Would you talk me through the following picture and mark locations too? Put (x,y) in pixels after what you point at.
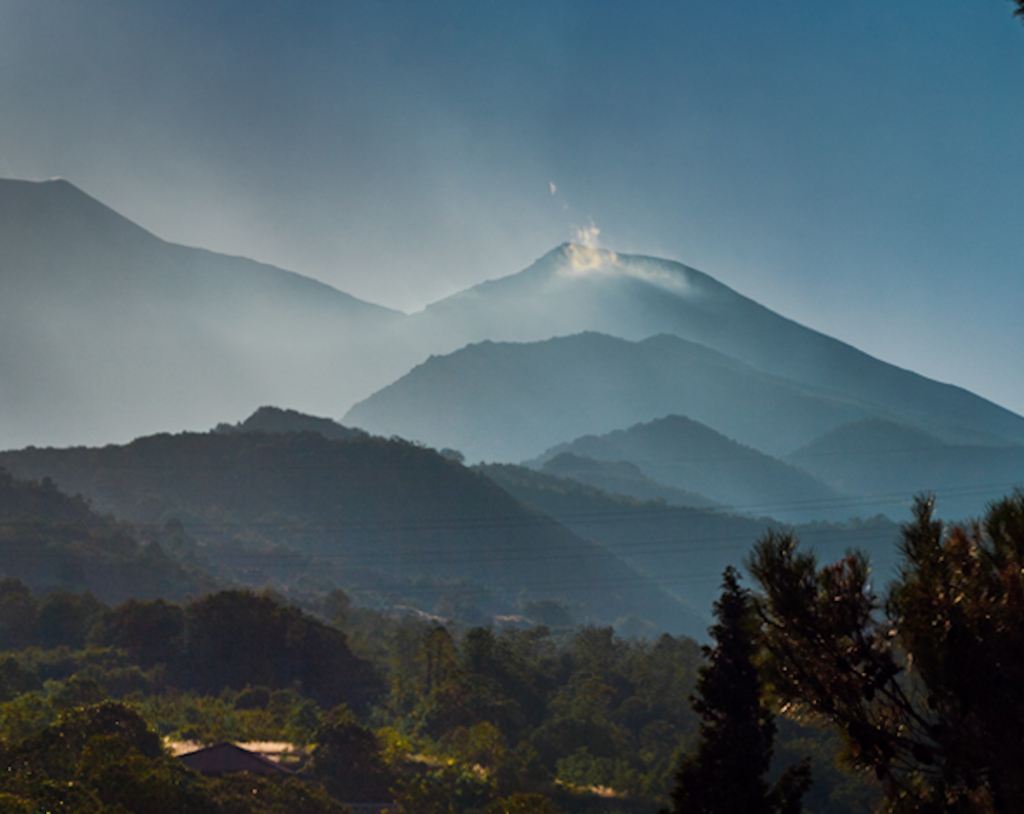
In this picture we can see trees (255,633), mountains (583,300) and we can see sky (614,205) in the background (557,208).
